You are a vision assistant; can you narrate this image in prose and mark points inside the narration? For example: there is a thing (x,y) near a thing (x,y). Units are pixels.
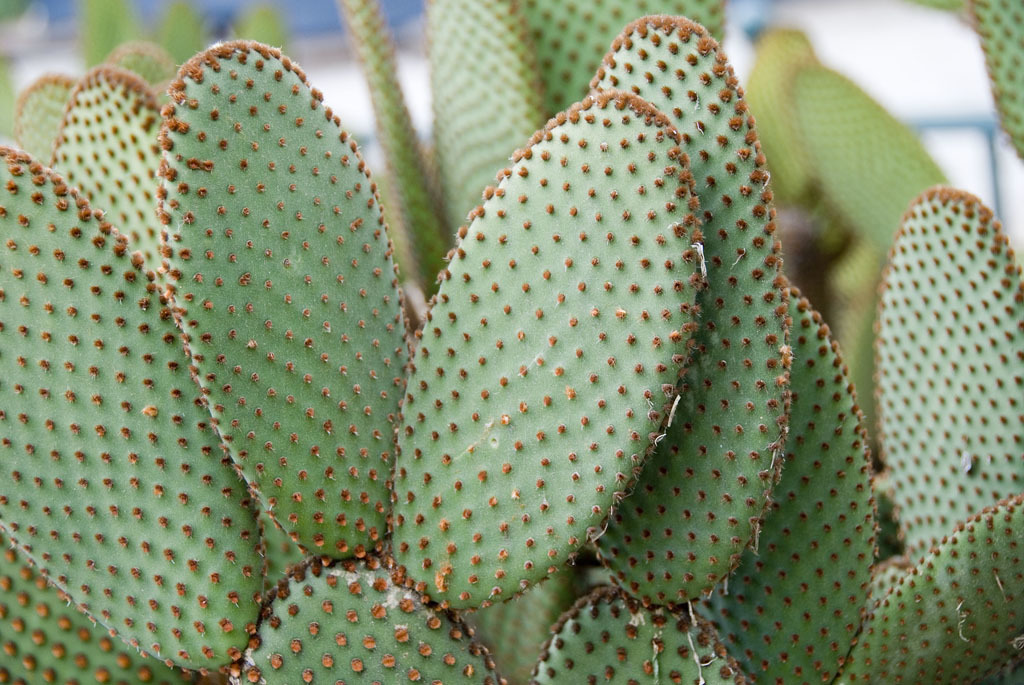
In this image we can see many plants (662,371). There is a blur background (886,76) at the top of the image (860,105).
